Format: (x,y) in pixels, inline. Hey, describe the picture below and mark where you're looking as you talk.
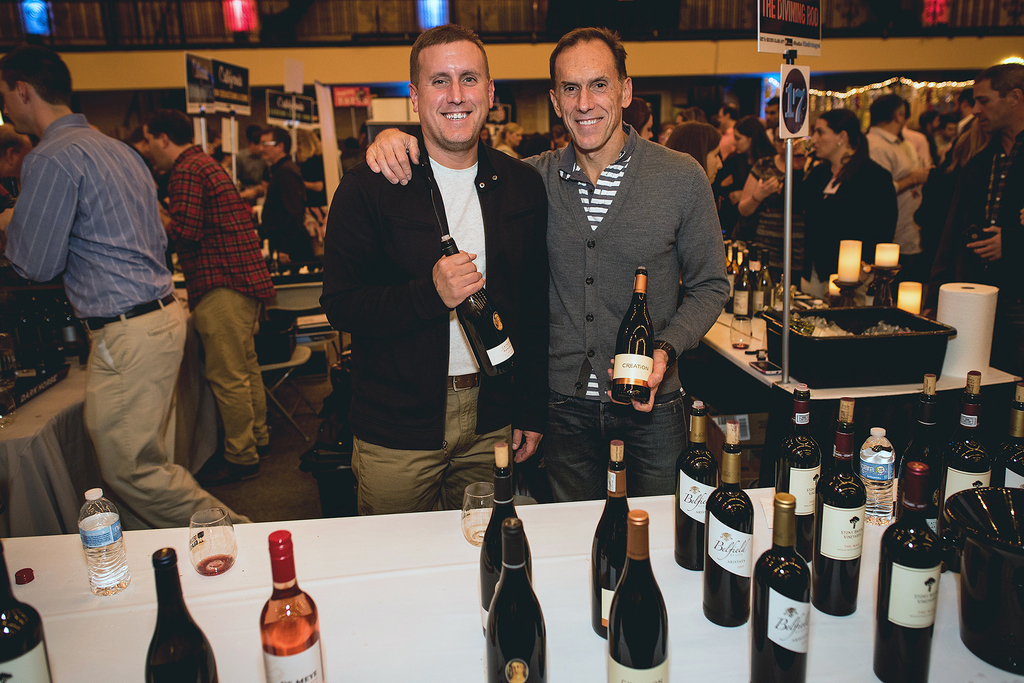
In the middle (489,311) 2 persons (552,314) are holding wine bottles (626,362) in their hands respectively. Behind them there are group of people (923,207) standing and few are walking. On the table (583,625) we can see wine bottles (609,609), water bottle (103,542), glass (201,556) and a box (866,354) and a candle stand (851,292).
